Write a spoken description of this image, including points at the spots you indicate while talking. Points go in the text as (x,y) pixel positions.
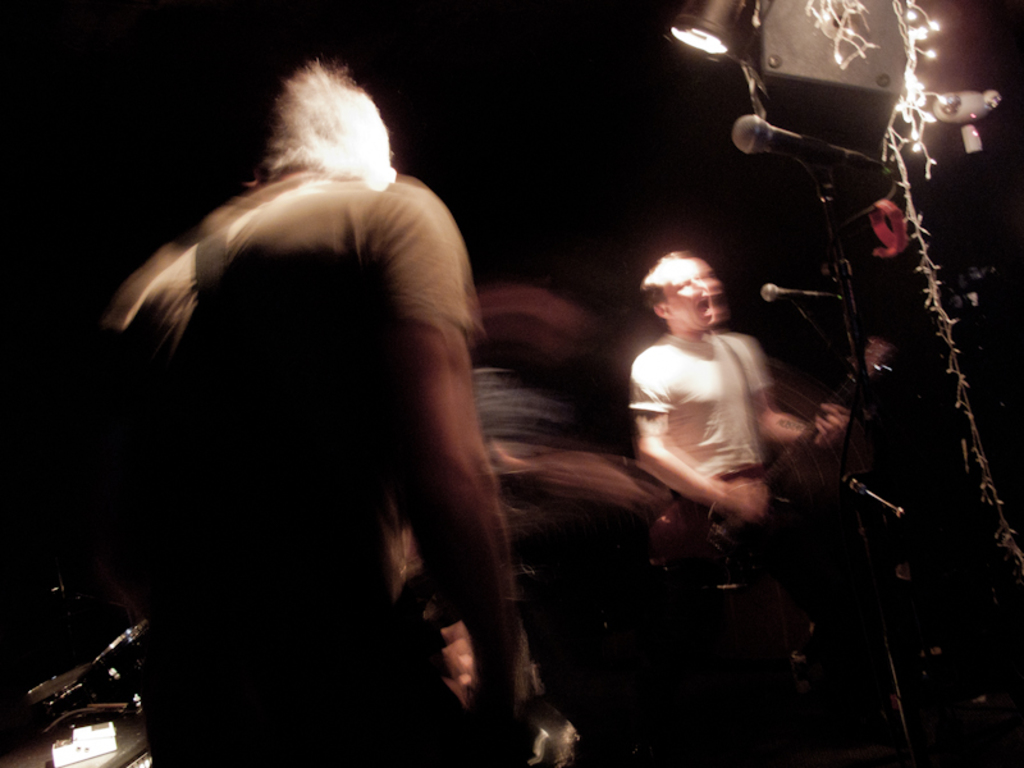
This man (702,391) is playing guitar (736,505) and singing in-front of mic (775,292). On top (713,45) there are lights (730,35). This is a mic (805,143) with holder (856,321). This man (412,449) is standing.
